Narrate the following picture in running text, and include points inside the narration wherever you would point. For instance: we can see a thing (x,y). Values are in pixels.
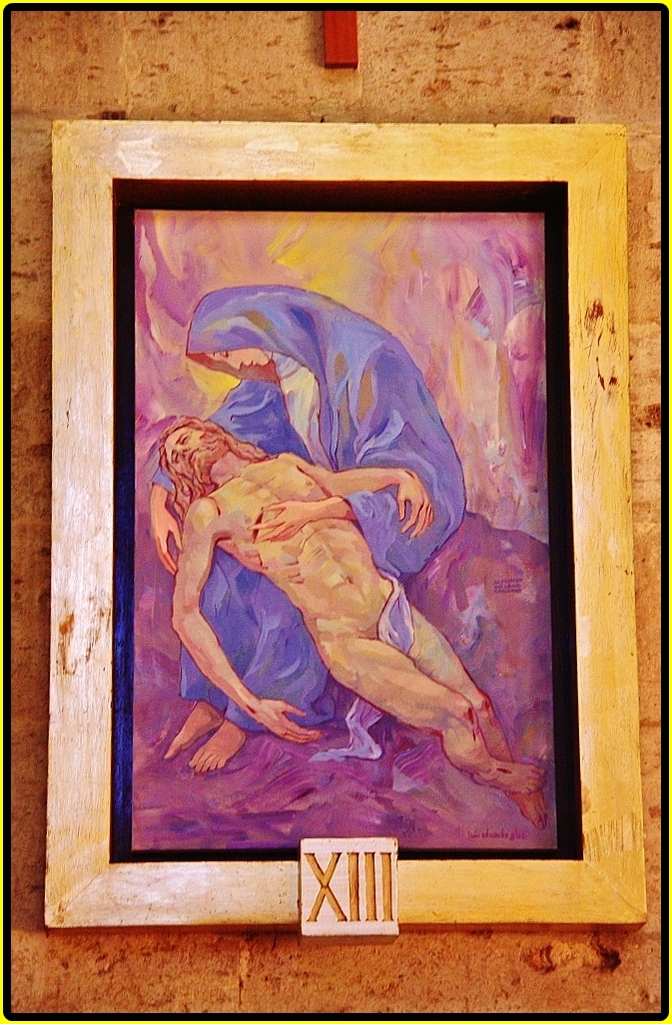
In the center of the picture (429,374) there is a frame (91,291). In the frame (591,242) there is a woman (344,519) and a man (292,579). The frame (93,220) is to the wall (229,43). The picture has black border (6,815). At the bottom (314,895) there is a roman number (366,892).
